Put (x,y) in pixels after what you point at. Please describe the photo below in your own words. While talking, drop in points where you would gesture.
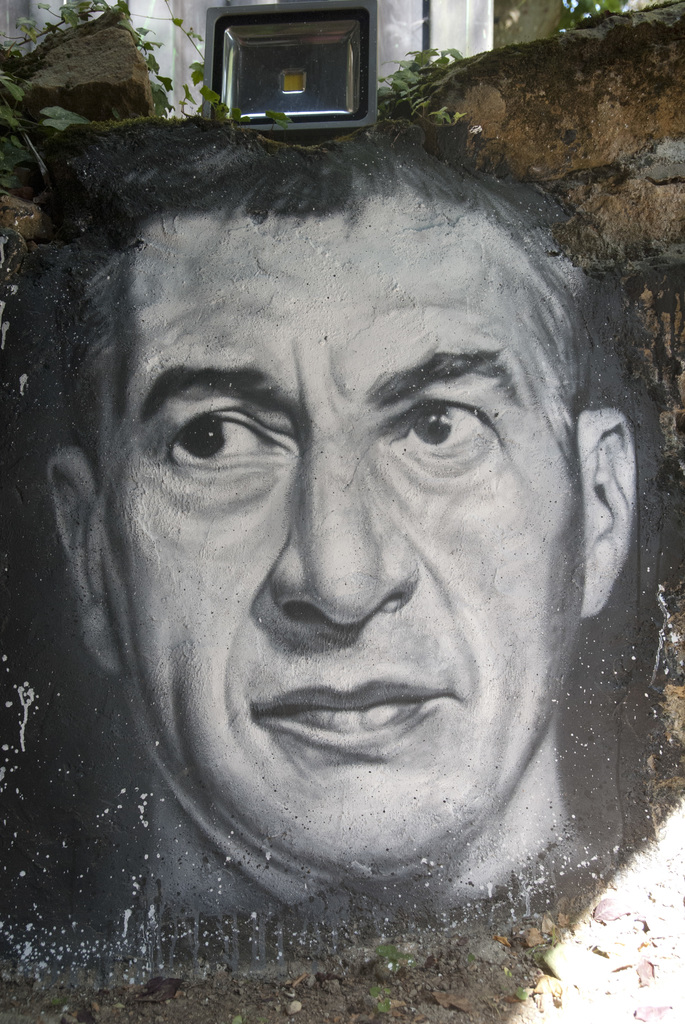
This is a picture of painting (362,243) of a person (321,497) on the wall (359,194), and in the background (307,52) there is an object (275,69) and leaves (19,94).
